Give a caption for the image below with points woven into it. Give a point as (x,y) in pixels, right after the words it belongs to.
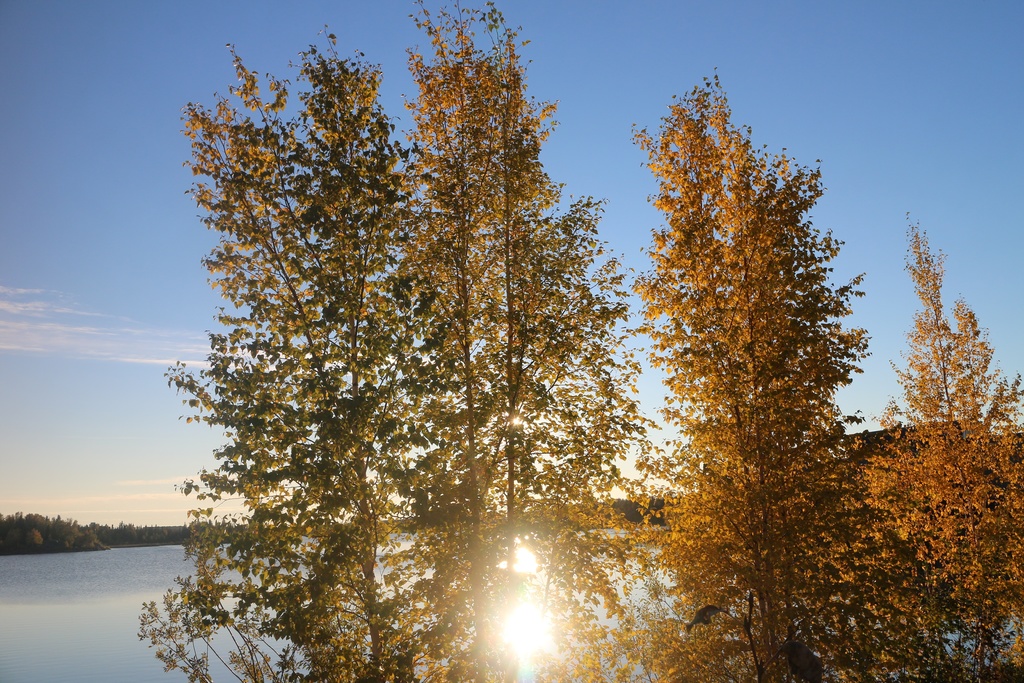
In this picture we can see a bright sky (160,440) and a river (39,582) surrounded by trees (874,512).
